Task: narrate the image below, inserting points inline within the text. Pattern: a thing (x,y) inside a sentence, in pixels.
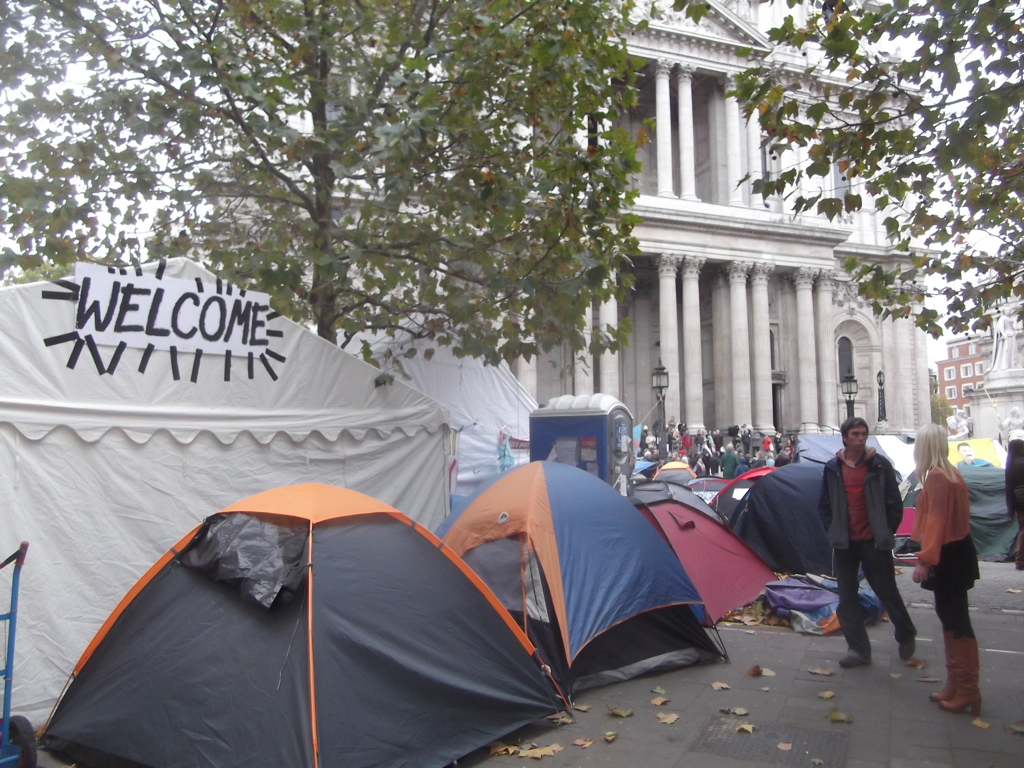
In this picture I can see two persons (926,518) standing, there are tents (586,562), lights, poles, trees (933,40), buildings (961,379), group of people (700,453) standing, and in the background (920,48) there is sky (932,207).
